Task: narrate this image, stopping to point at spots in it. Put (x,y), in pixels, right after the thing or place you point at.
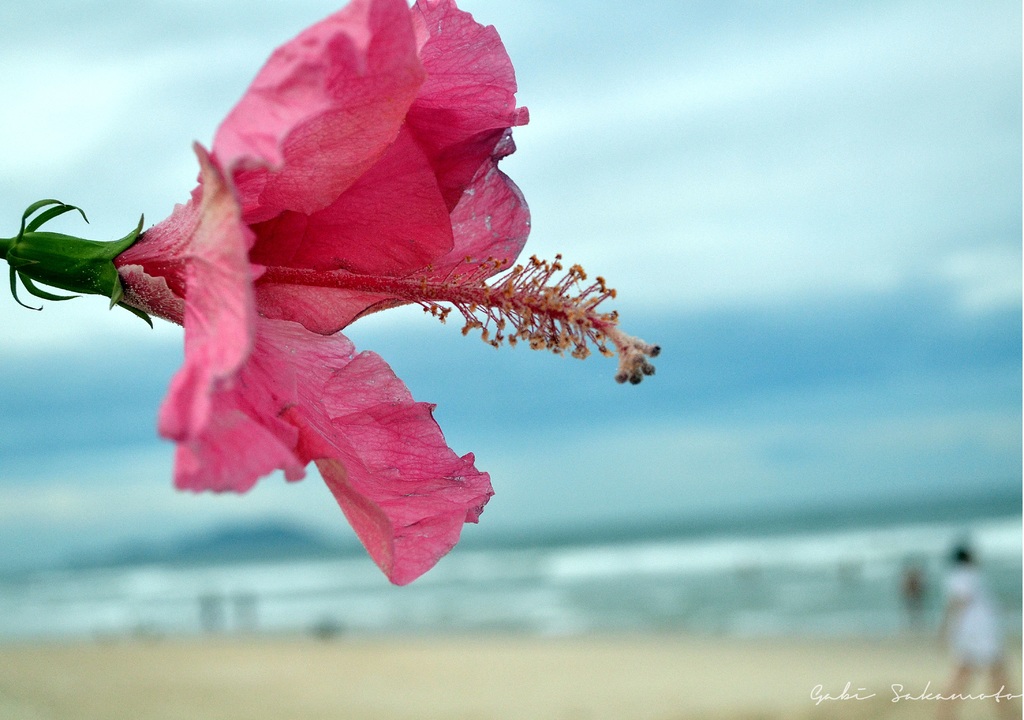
In this image I can see a flower (322,200) which is pink in color to a plant (71,253) which is green in color. I can see the blurry background (460,352) in which I can see the sand (630,646), a person (962,664), the water (858,606) and the sky (736,228).
